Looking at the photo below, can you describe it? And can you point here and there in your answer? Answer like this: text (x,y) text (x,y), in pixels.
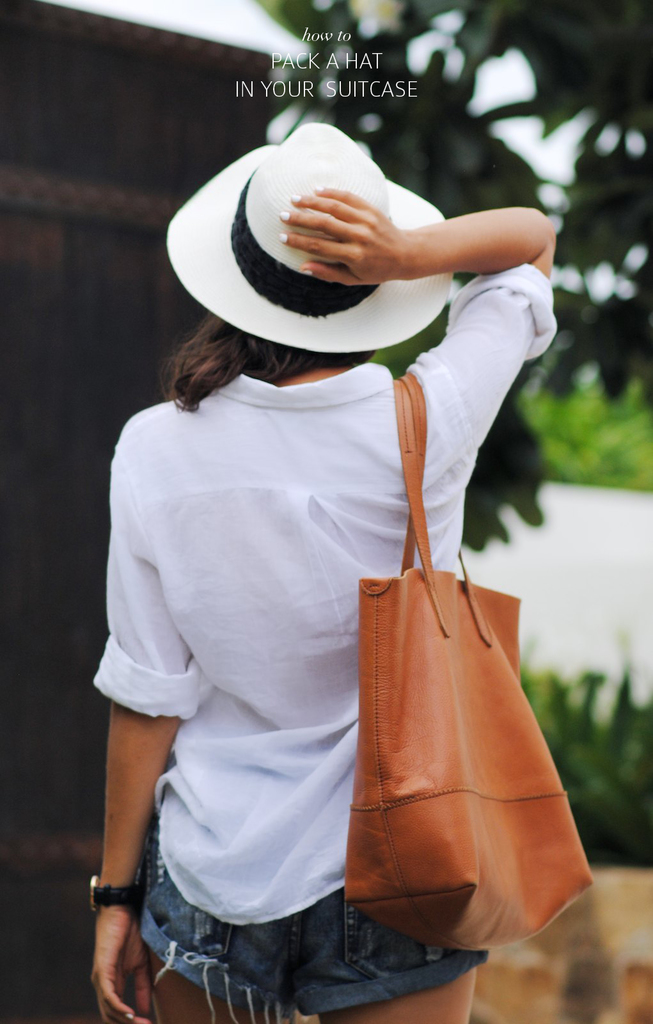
In this picture there is title"how (329,38) to pack a hat in suitcase". A woman (280,626) is posing to camera wearing a white shirt (221,527). She is wearing a white color hat (297,267). She is holding a leather bag (419,553).
